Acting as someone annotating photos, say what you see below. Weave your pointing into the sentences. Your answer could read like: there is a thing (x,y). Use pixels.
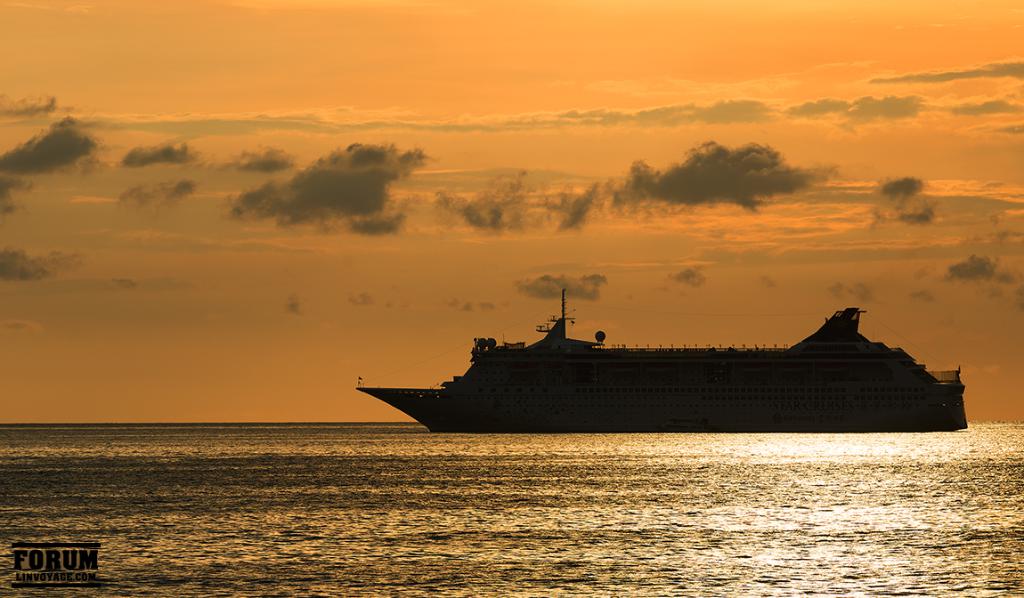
This image consists of a ship (650,429) moving on the water (441,526). At the bottom (362,535), there is water (214,534). At the top (489,132), there are clouds (366,154) in the sky (314,198).
